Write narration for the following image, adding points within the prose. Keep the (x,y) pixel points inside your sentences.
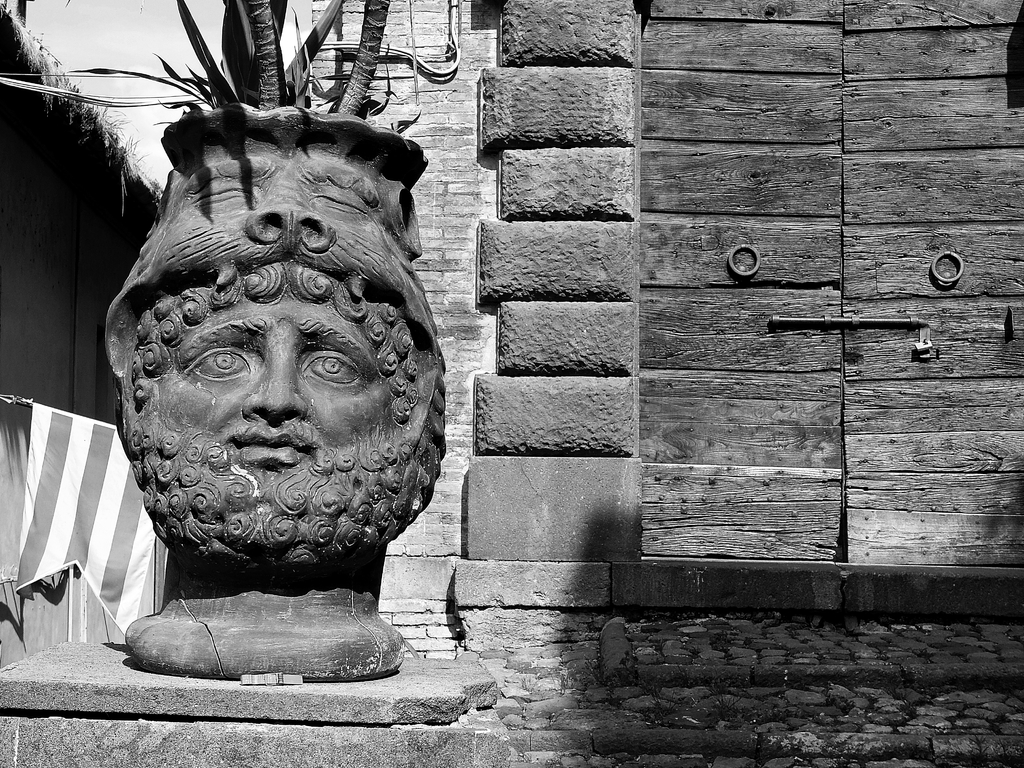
In this picture I can see a plant (279,78) in the pot (344,339) and I can see a wooden door (799,330) and I can see a house (64,274) on the left side (56,69) and I can see a plant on the left side of the picture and I can see a flag (62,534).
